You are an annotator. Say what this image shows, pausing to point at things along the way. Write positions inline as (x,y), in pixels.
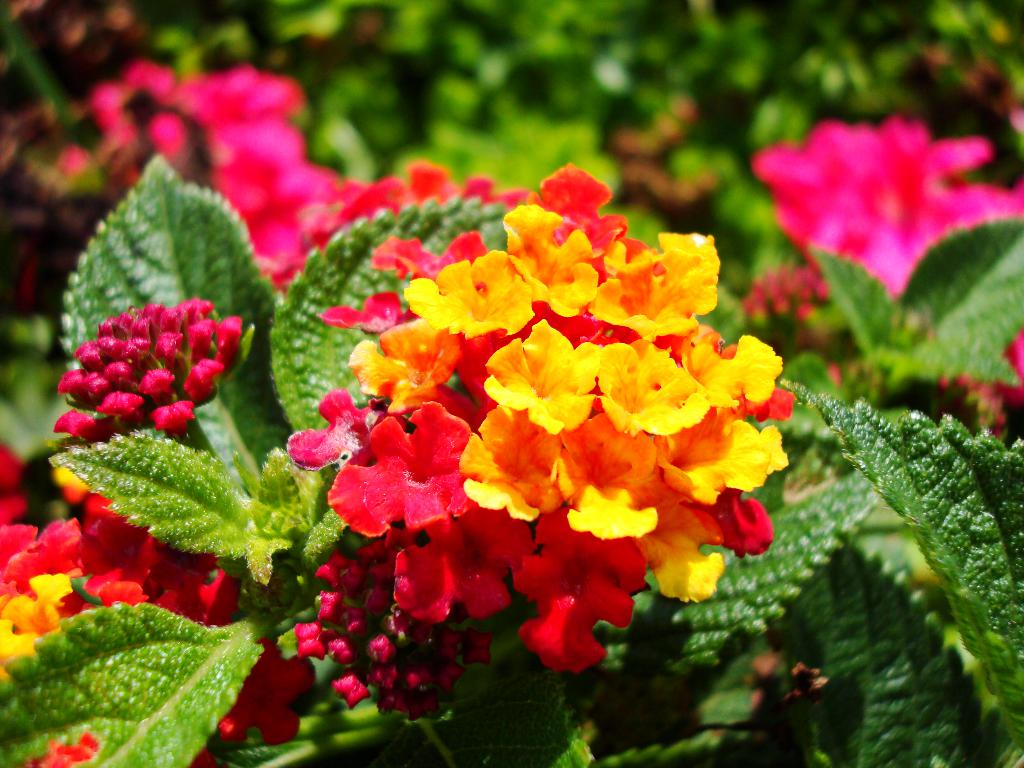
We can see colorful flowers (896,119) and green leaves (329,353). Background (728,55) it is green.
